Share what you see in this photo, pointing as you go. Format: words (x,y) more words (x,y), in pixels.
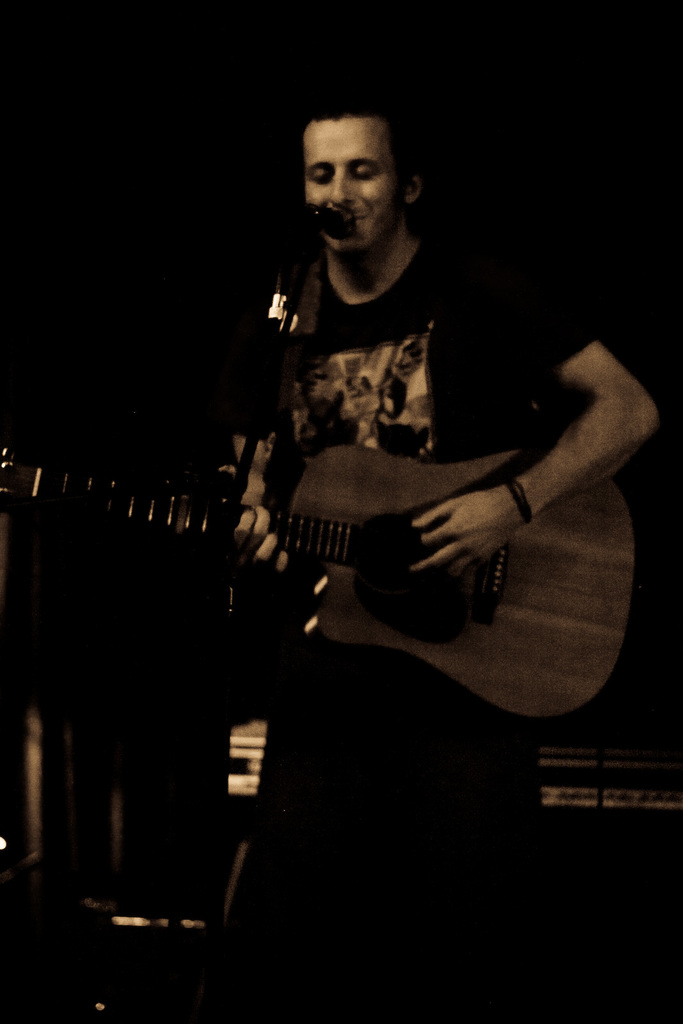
In this picture man (416,403) singing and playing a guitar (338,611).
